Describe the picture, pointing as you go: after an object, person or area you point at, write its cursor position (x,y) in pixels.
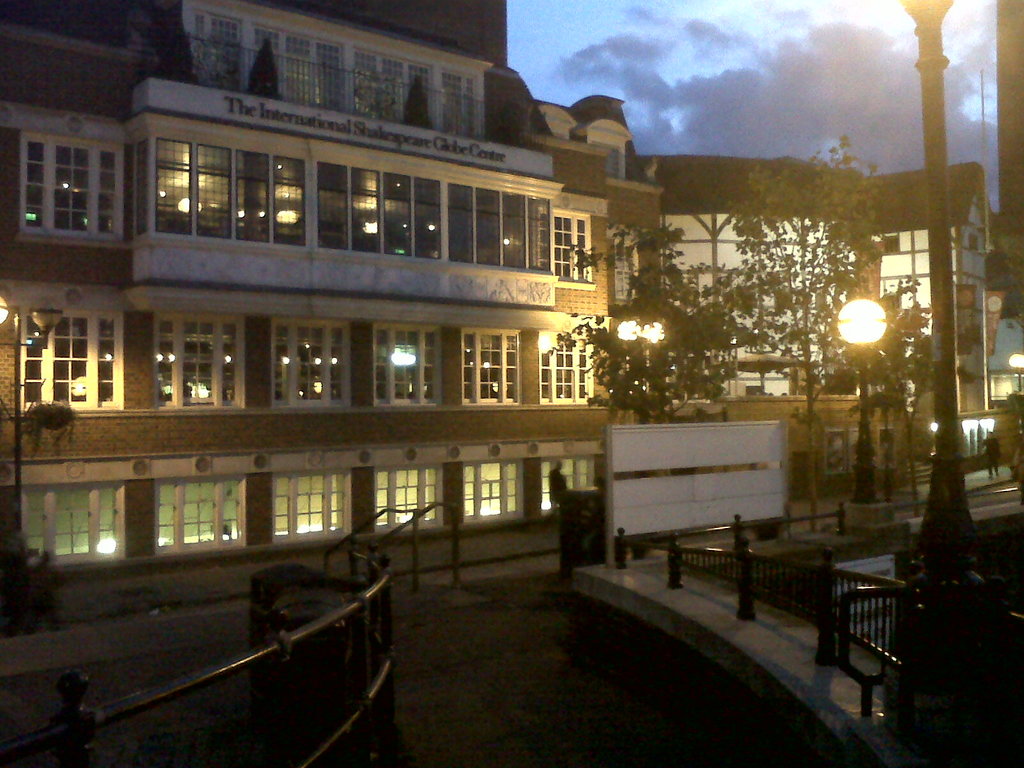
In this image I can see the road (545,661). To the side of the road (525,630) there is a railing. In the background (409,412) I can see the building (301,297) with windows (566,466). There are trees (657,363) and the lights (867,418) to the side of the building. To the right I can see one person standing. In the back (806,153) there are clouds (690,104) and the blue sky (544,19).
